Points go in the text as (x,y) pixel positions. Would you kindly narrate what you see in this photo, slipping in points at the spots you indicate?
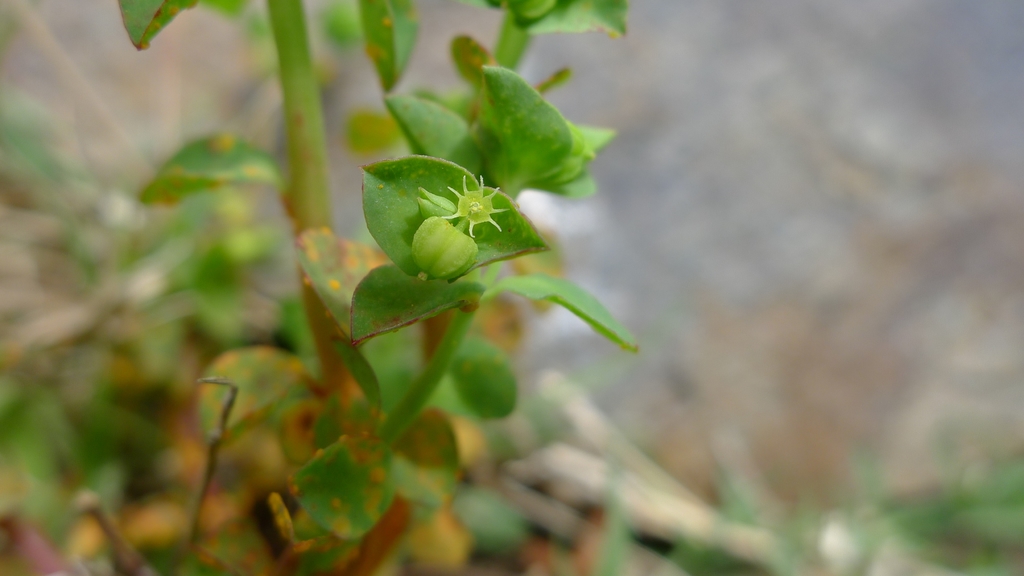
In this image I can see the plant (465,268) and there is a blurred background (244,28).
